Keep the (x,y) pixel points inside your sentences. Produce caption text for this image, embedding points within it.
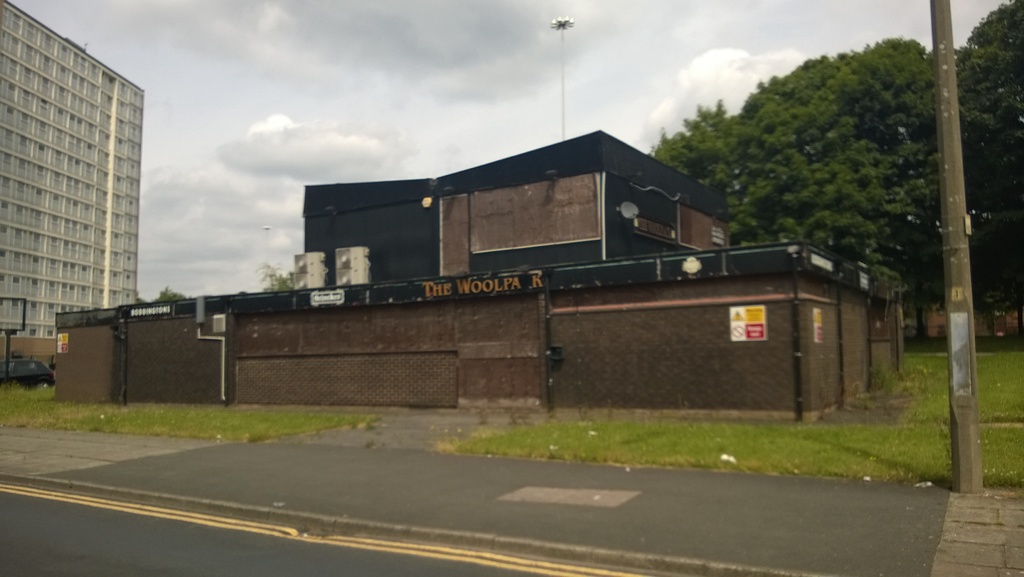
In this image in the center (539,296) there is one house (114,313), on the left side (38,216) there is one building (61,302), car (23,364) and pole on the right side (970,425) there is a pole (965,257) and some trees (747,110). And in the center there is one pole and some lights (574,21), in the foreground (420,417) there is grass (124,427) and road (252,547). On the top of the image (331,73) there is sky (385,75).
